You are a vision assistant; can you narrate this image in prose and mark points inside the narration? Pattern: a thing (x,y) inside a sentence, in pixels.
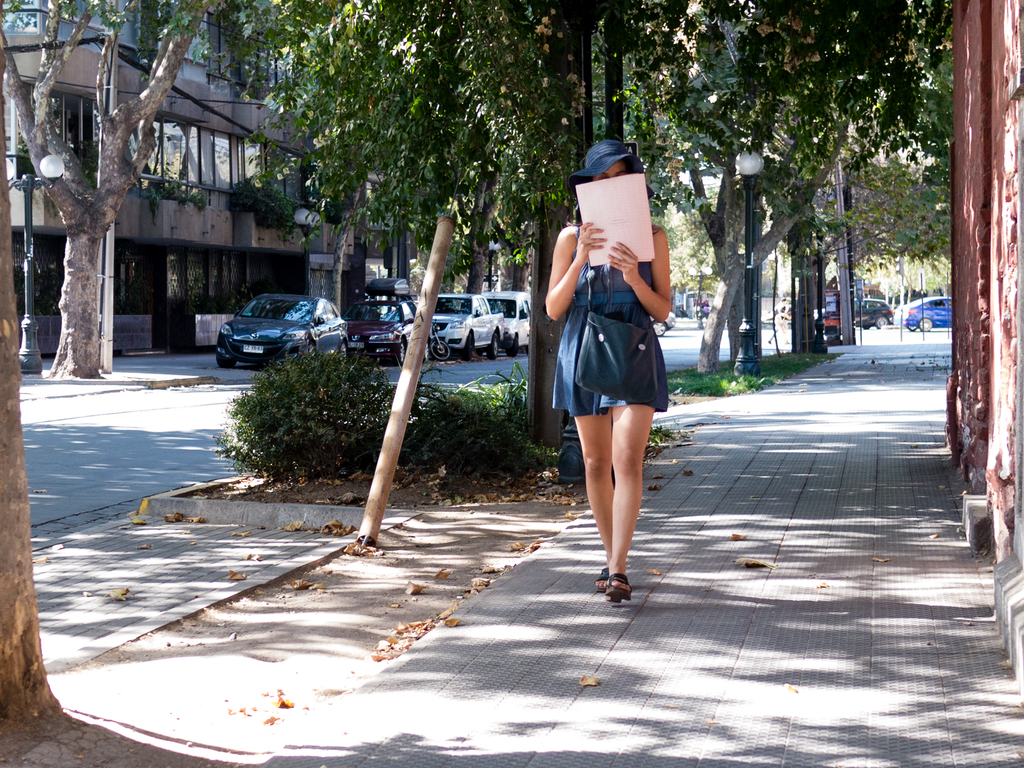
In this image we can see a woman (660,387) walking on the platform (791,588). Here we can see plants (527,388), grass (688,385), vehicles (353,332), road (75,409), poles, and trees (732,287). In the background (88,32) we can see a building (262,143).
